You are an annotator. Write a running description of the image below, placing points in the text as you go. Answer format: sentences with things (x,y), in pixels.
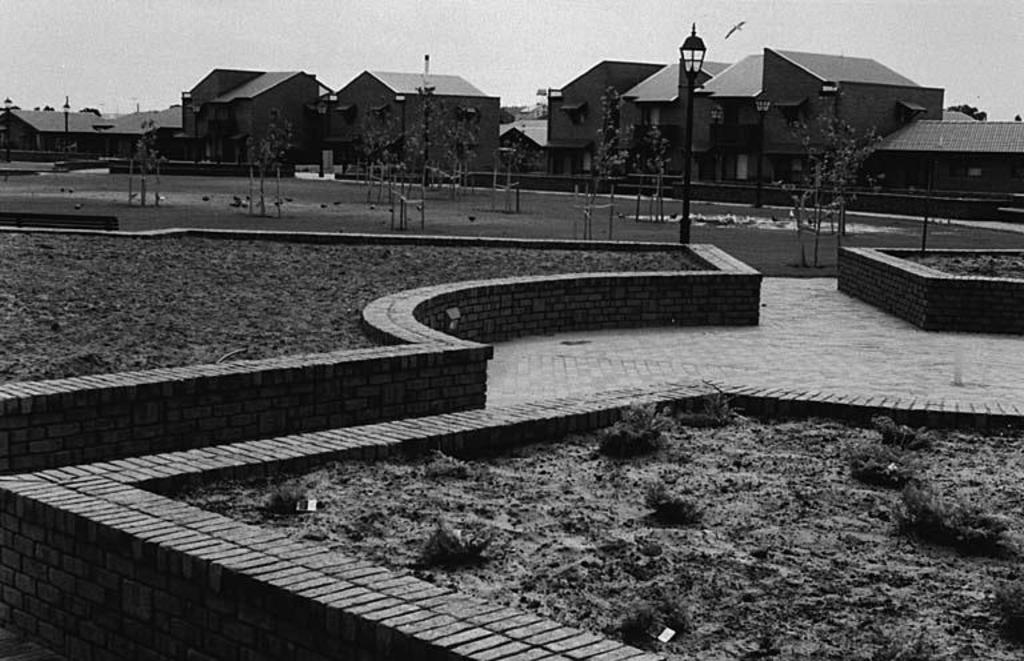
In this picture i can see many buildings (385,110) and street lights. Above the building (769,151) there is a bird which is flying in the air (759,44). At the bottom (823,633) i can see the grass (694,419). At the top (275,57) there is a sky (372,26). Beside the road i can see some trees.
